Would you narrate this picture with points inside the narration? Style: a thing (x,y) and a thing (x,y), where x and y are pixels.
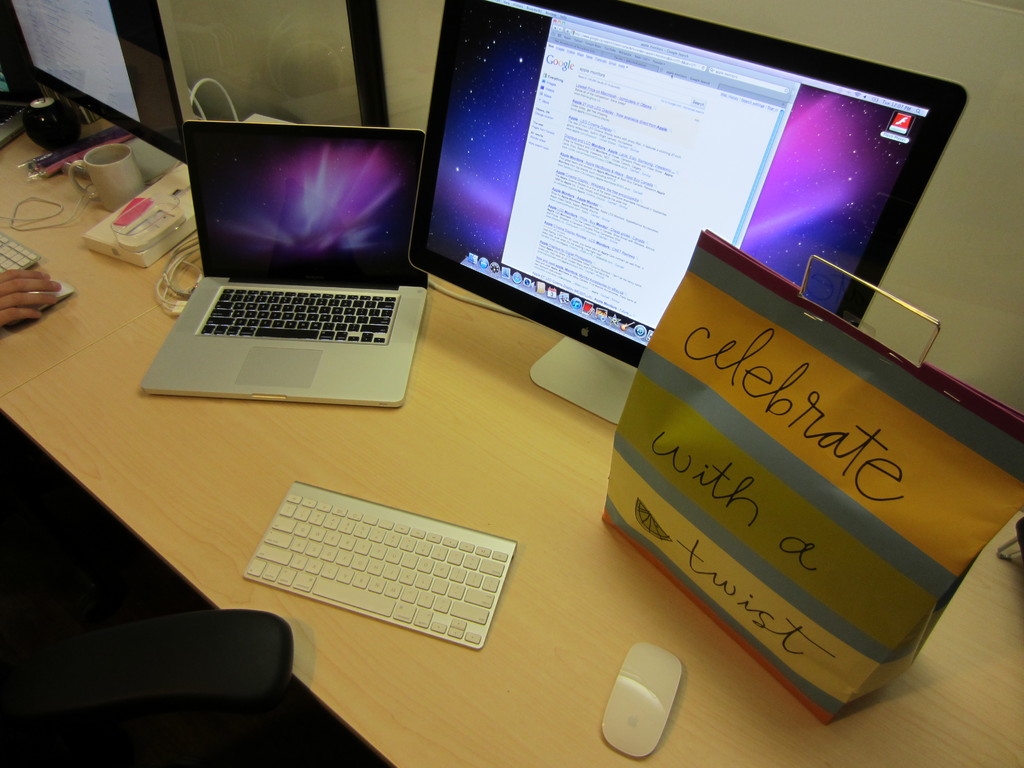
In this image there is a computer (464,26), laptop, socket board (179,239), cable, paper bag (670,330), mouse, keyboard (301,495), glass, pen (54,174) another computer (138,130) in the table (148,504), a chair (44,760), a person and in the back ground (310,119) there is a wall (951,245).
